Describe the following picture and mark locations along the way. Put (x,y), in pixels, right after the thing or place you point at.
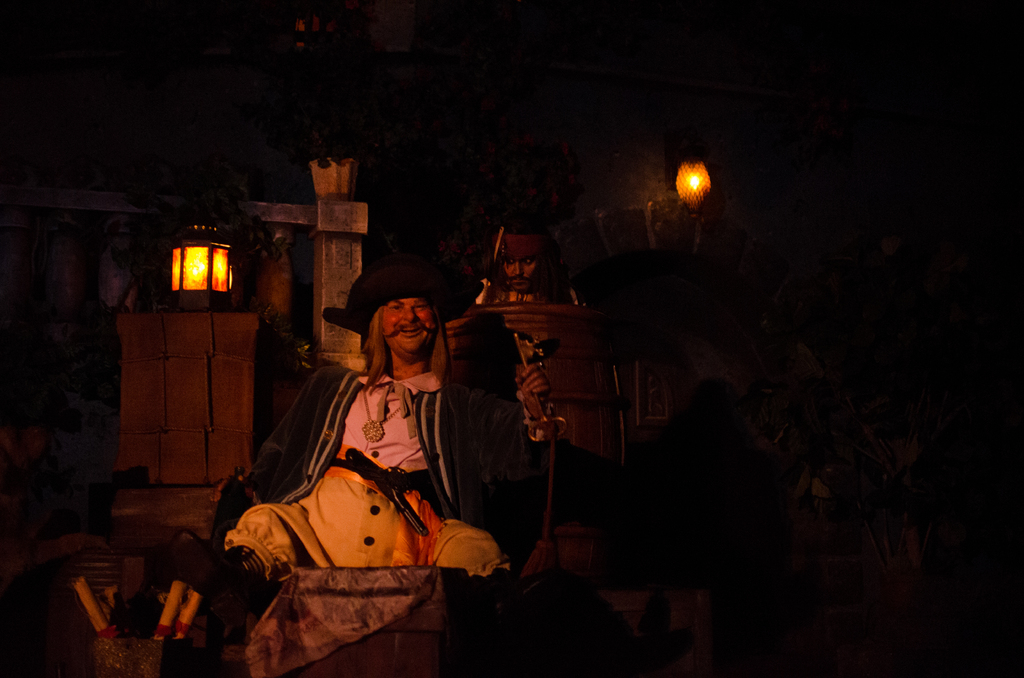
A person (390,374) is sitting wearing a pirate costume (384,502). A person (505,283) is standing inside a barrel (556,384). There are lamps (200,260) at the back (203,273).
